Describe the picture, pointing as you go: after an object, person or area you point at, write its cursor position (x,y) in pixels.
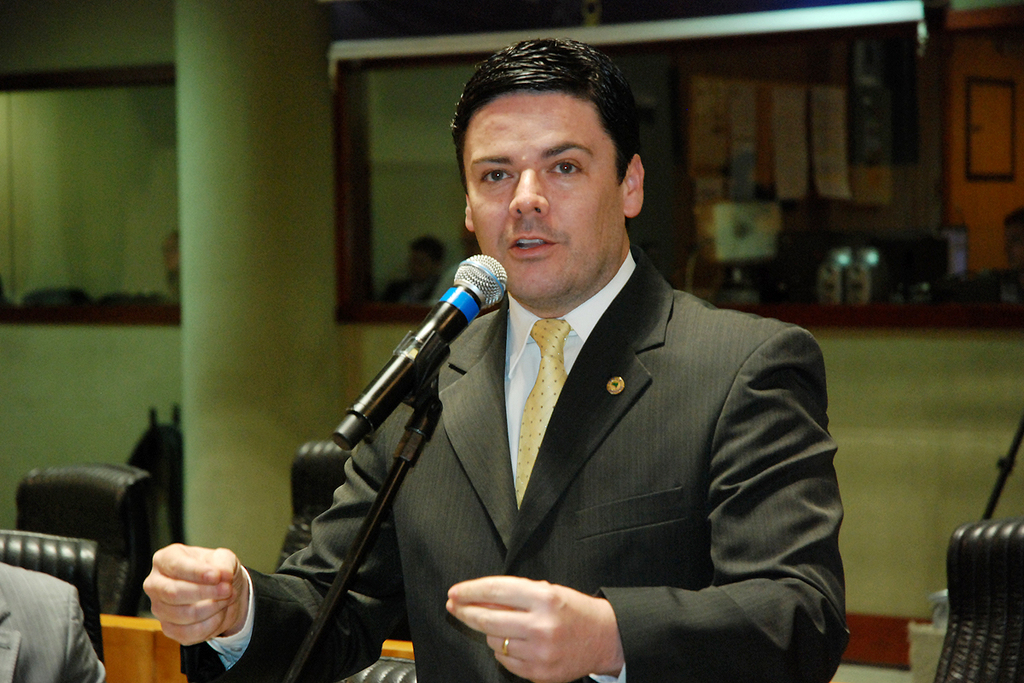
In this picture we can see a man (661,609) wore blazer (496,354), tie (543,329) and talking on the mic (474,307) and in the background (366,674) we can see chairs (118,496), pillar (242,149), mirrors (113,207) and some persons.
